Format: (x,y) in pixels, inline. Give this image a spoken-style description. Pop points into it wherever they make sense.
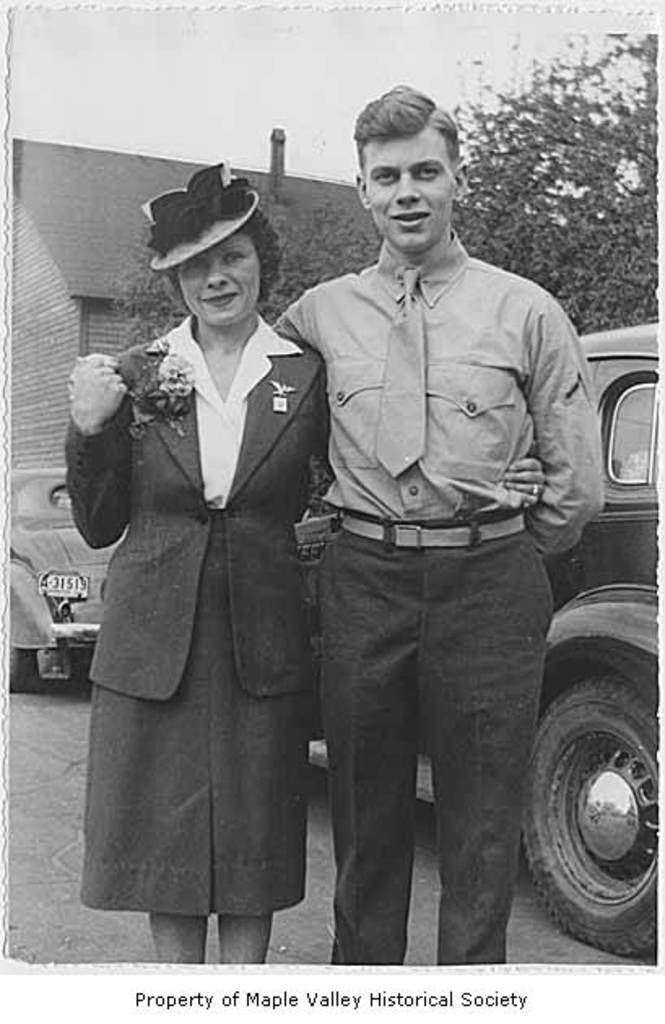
In this black and white image there is a couple (274,642) standing, behind them there are two vehicles (571,573), building (340,211), tree (276,281) and the sky (336,51).
